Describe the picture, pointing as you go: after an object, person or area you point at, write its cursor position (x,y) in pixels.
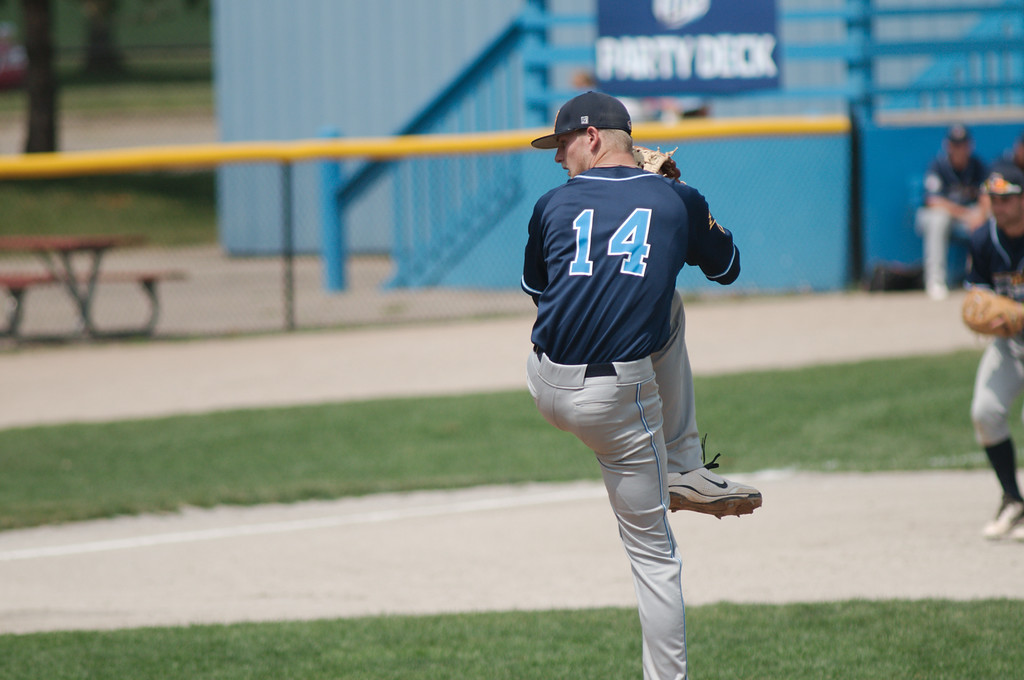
Front we can see a man (577,290). Background (201,197) it is blur. We can see grass (156,199), bench (151,292) and people (969,161).
